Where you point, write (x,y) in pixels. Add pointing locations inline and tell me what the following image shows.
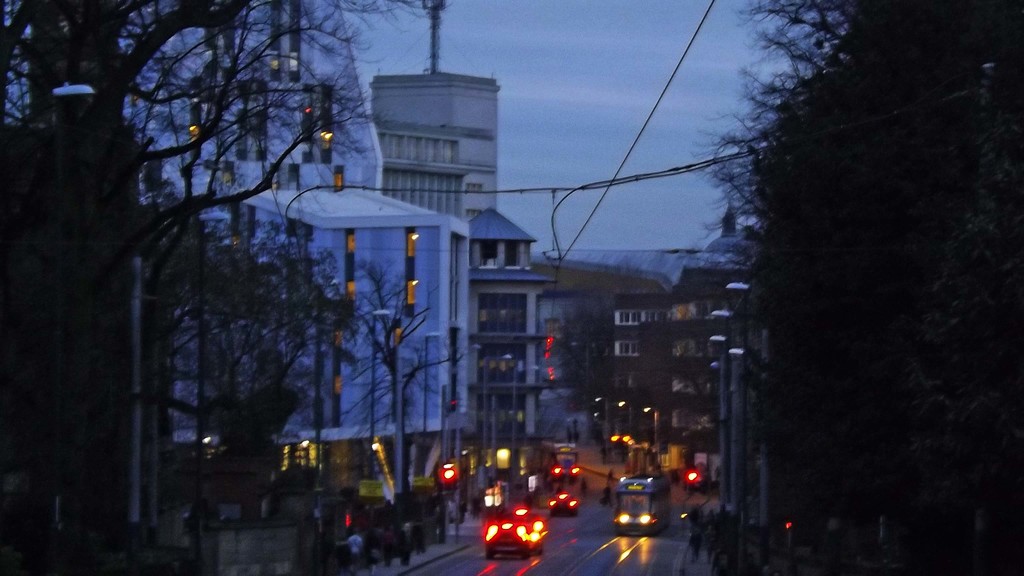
Here there are buildings (515,359) with the windows (488,356), here there are vehicles (517,522) on the road (607,552), here there are trees (999,138), this is sky (578,180).
